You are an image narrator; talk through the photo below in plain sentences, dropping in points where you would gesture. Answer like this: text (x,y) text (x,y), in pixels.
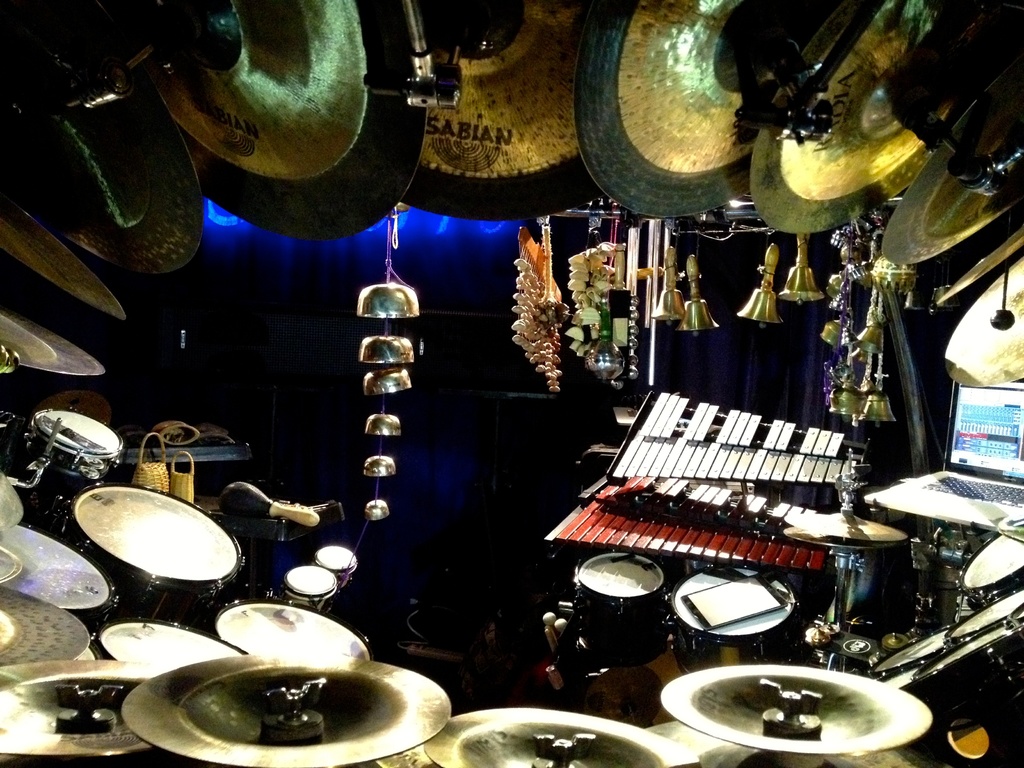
In this image, I can see the different types of musical instruments (605,621). These are the handbells (703,317), which are hanging. This looks like a hi-hat instrument (841,526). On the right side of the image (1010,496), I can see a laptop (972,504). I think these are the drums (216,552).
